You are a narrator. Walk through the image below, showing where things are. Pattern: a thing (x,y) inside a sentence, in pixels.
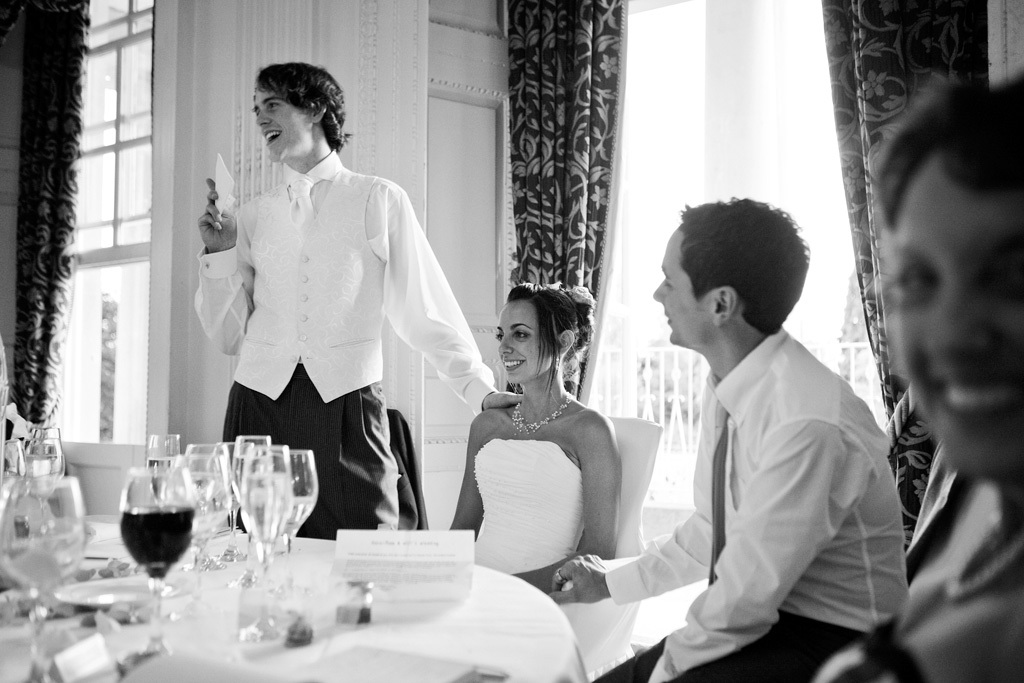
In this image we can see an inside view of a room (393,332), there are two women (613,511) sitting on the chair (640,449), there is a man (823,464) sitting on the chair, there is a man (366,231) standing, he is holding an object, there is a table (393,630) towards the bottom of the image (369,620), there are objects (206,557) on the table (181,569), there are curtains (594,67) towards the top of the image (541,208), there is a wall (246,126), there are windows (116,224) towards the left of the image (116,178).
